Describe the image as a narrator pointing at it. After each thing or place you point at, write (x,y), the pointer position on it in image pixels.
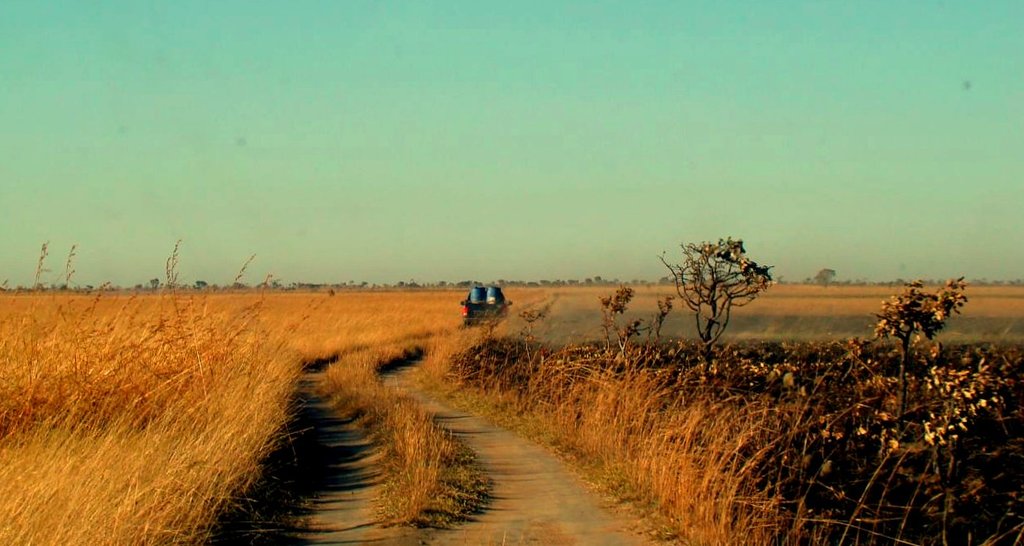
We can see grass (297,314), plants (767,383) and trees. We can see vehicle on the surface (652,315). In the background (523,242) we can see trees (5,292) and sky (31,281).
